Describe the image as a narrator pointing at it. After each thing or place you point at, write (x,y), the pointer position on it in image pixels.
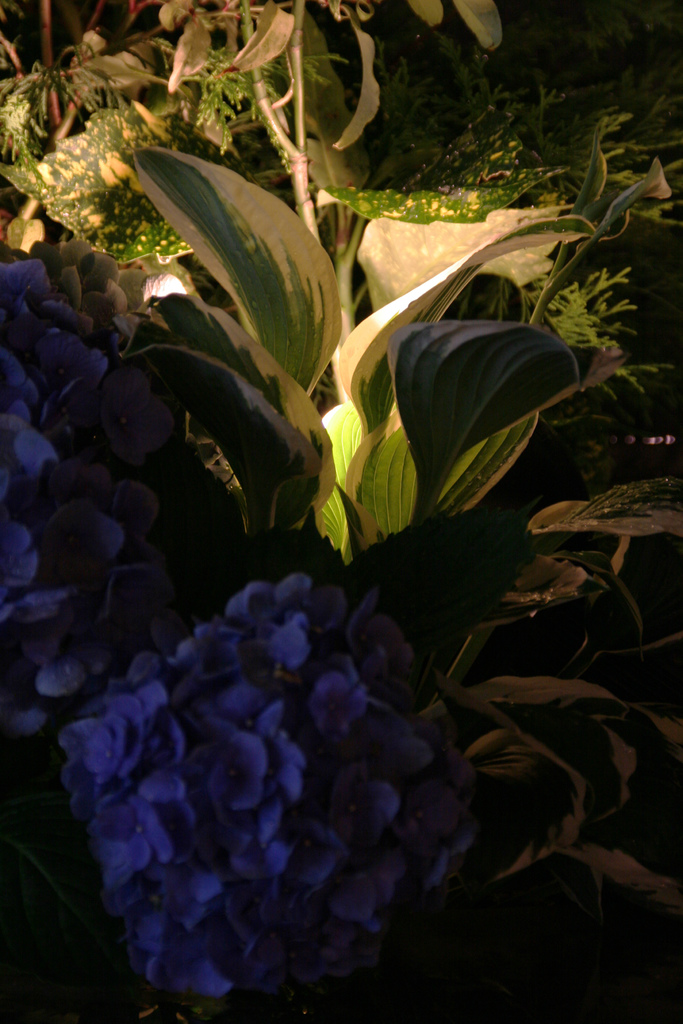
In this image there are flowers (246,651) and plants (441,507).
